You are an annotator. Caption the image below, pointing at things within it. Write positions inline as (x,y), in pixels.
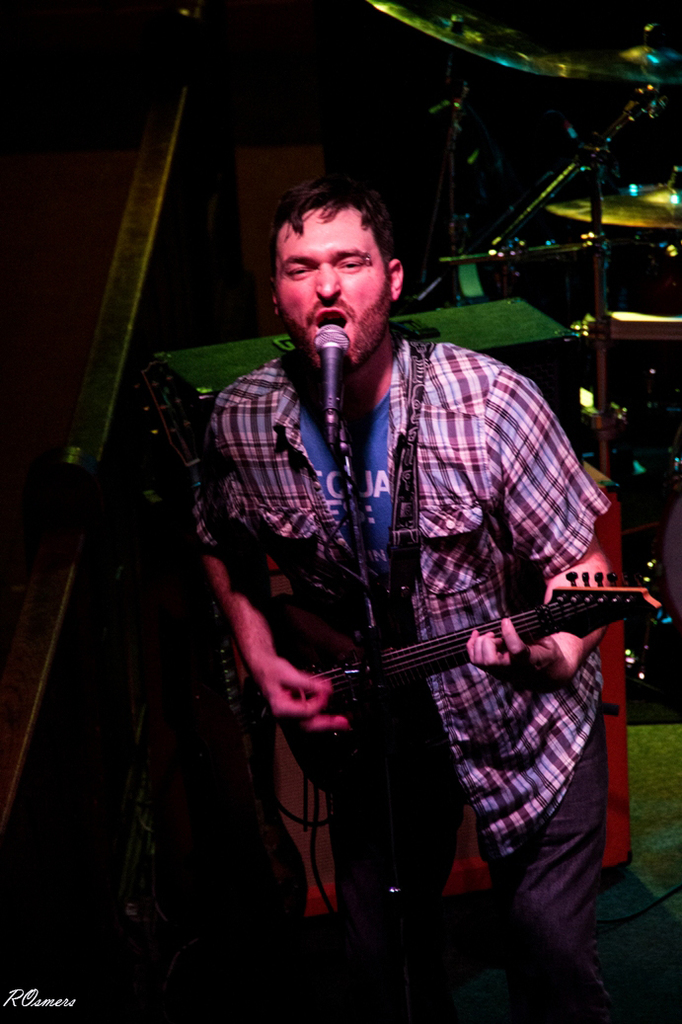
In this image we have a man (556,438) standing and playing a guitar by singing a song in the micro phone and at the background (672,228) we have cymbals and drums (616,421).
